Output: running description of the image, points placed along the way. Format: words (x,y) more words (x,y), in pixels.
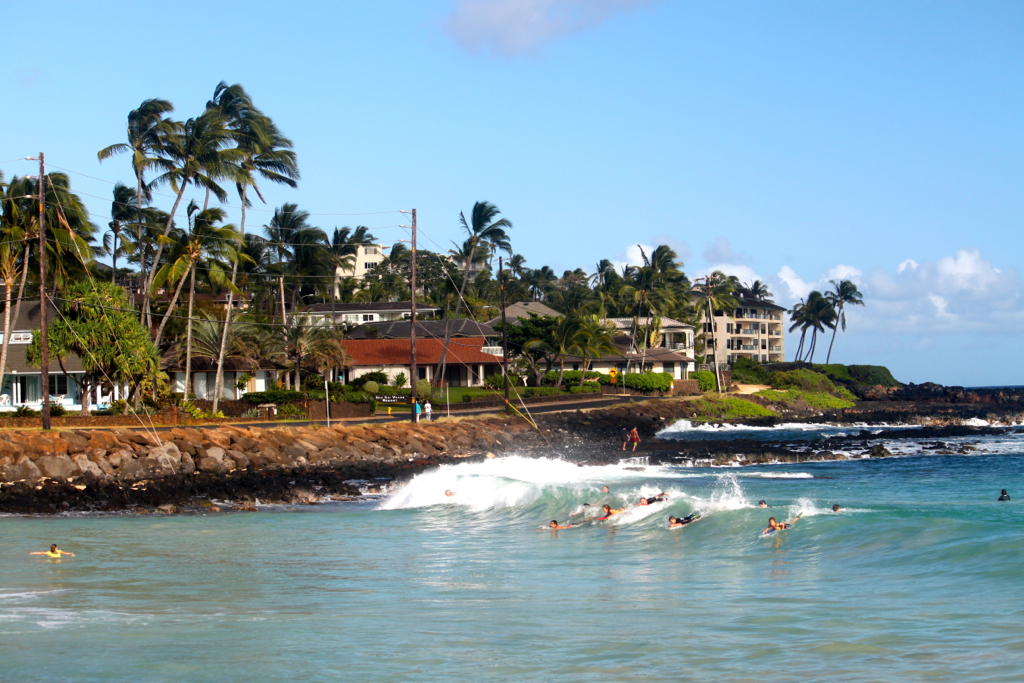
In the picture there is water (358,520), there are people (769,523) swimming in the water (750,543), there are stones (504,438), there are plants (547,385), there is grass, there are trees (267,311), there are buildings (21,401), there are poles (47,389) with the lights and cables (340,244), there is a clear sky (317,30).
